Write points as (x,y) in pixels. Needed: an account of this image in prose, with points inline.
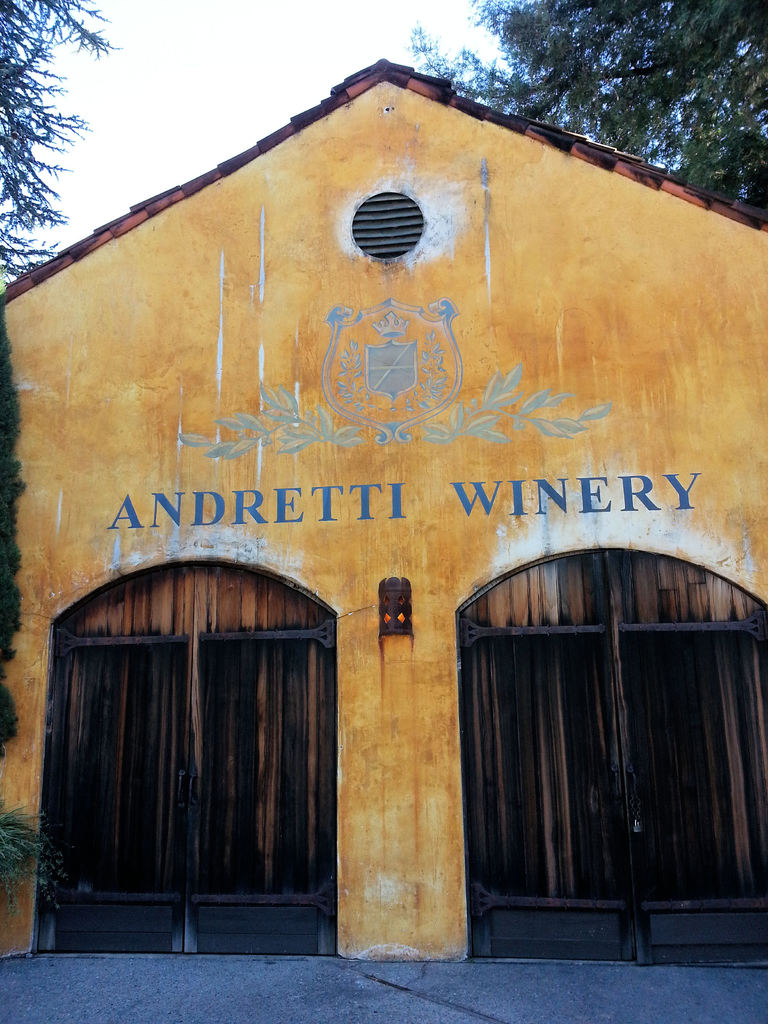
In this image I can see the ground (273,982), a shed (347,917) which is yellow and brown in color and two huge gates (241,688) which are made of wood (210,693) and they are black and brown in color. In the background (734,115) I can see the sky (43,97) and few trees (74,126).
